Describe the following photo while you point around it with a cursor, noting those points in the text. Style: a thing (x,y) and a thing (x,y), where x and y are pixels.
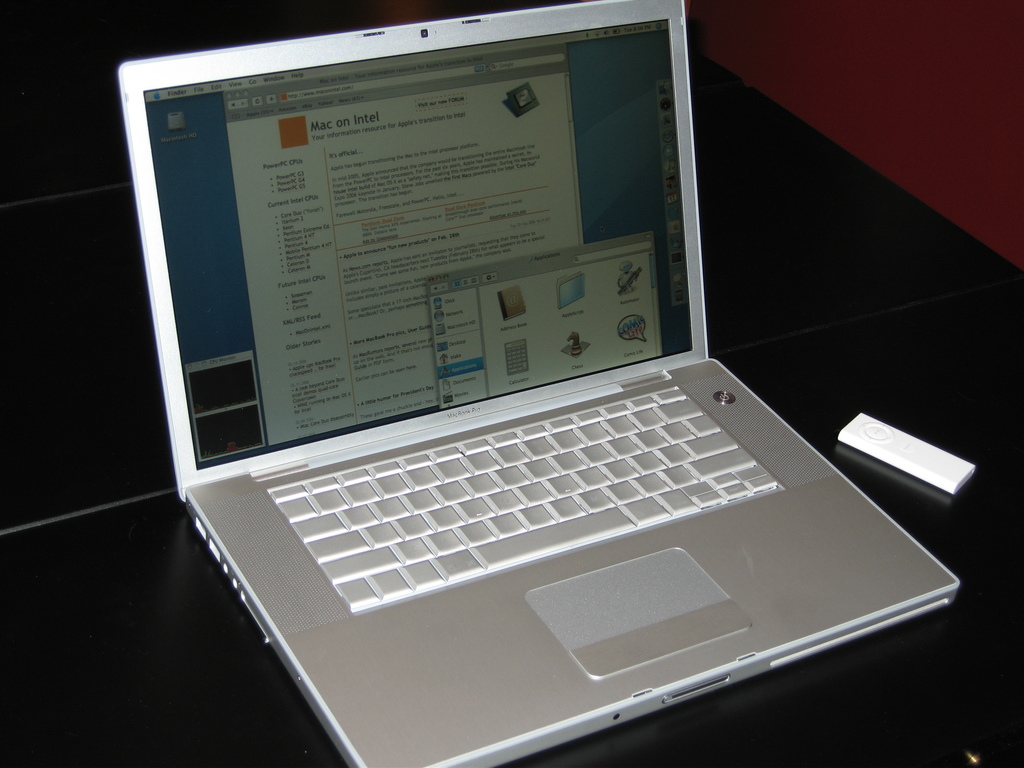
In this image I can see a laptop (766,459), a white colour thing (867,434) and on this screen (453,287) I can see something is written.
